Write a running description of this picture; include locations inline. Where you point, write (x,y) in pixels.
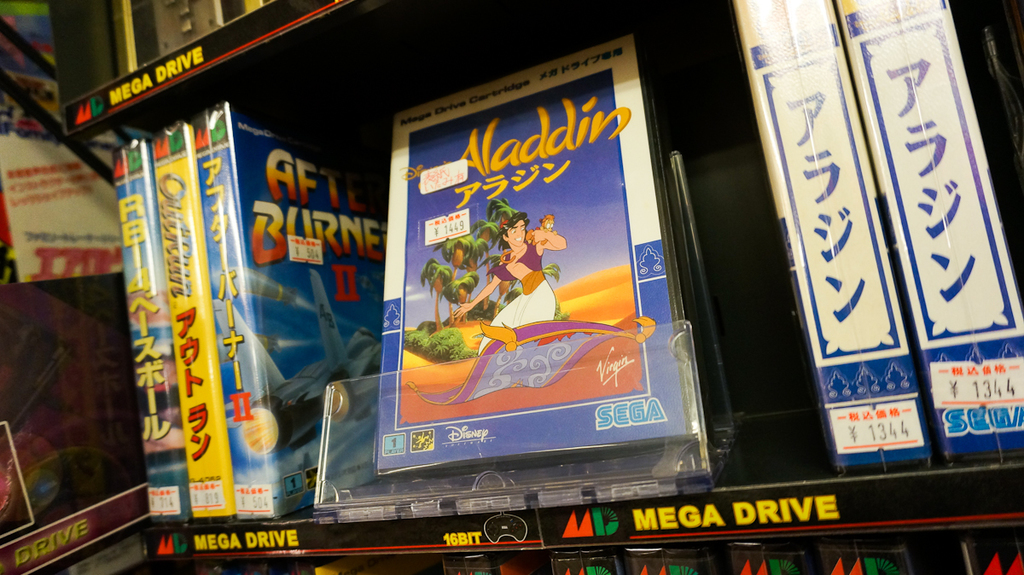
In this image we can see some game boxes (806,26) in a rack (696,164), on the game boxes (593,293) we can see some images (579,296) and text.
